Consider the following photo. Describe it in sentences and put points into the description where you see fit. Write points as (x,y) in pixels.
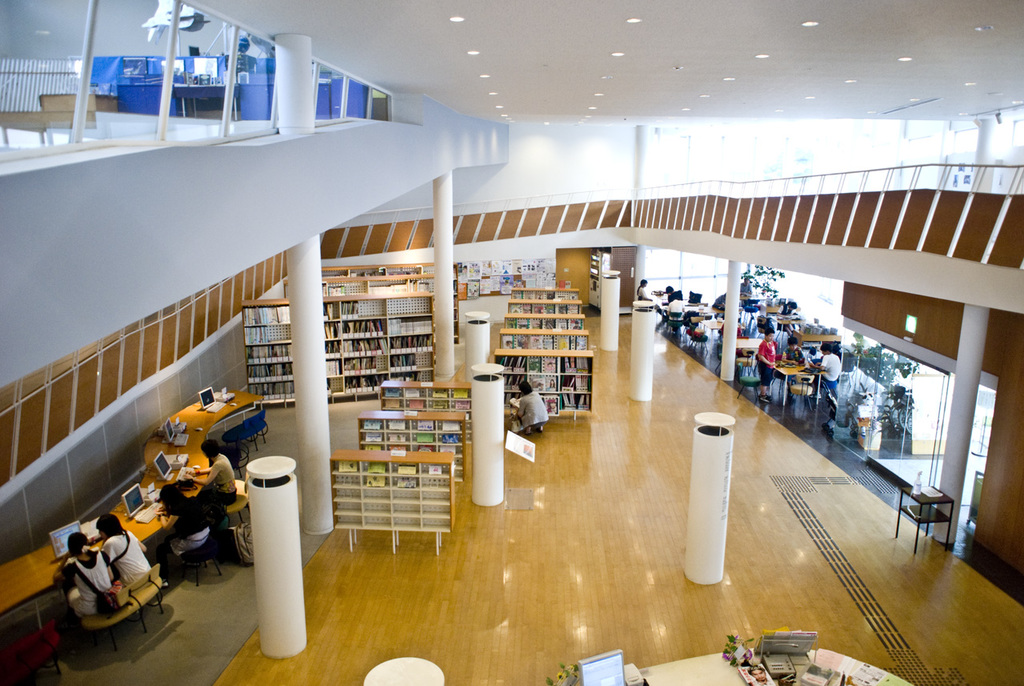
In this image there are a group of people (206,529), on the left side (121,570) there are some people (180,507) who are sitting and in front of them there is a table (54,560). On the table (44,574) there are some laptops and some objects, on the right side (769,356) there are some people (837,377) sitting and also there some tables (718,329) and some plants (884,357). In the center (550,334) there are some book racks (447,496), in the book racks (577,323) there are some books (370,467) and also there are some pillars (257,538). At the bottom (683,665) there is a table (727,669), on the table (727,669) there is a computer (614,666), papers (818,656) and some objects (750,666). At the bottom (594,592) there is floor (850,582) and at the top of the left corner (21,93) there are glass windows (79,95), at the top (642,39) there is ceiling (706,39) and some lights (981,28).
